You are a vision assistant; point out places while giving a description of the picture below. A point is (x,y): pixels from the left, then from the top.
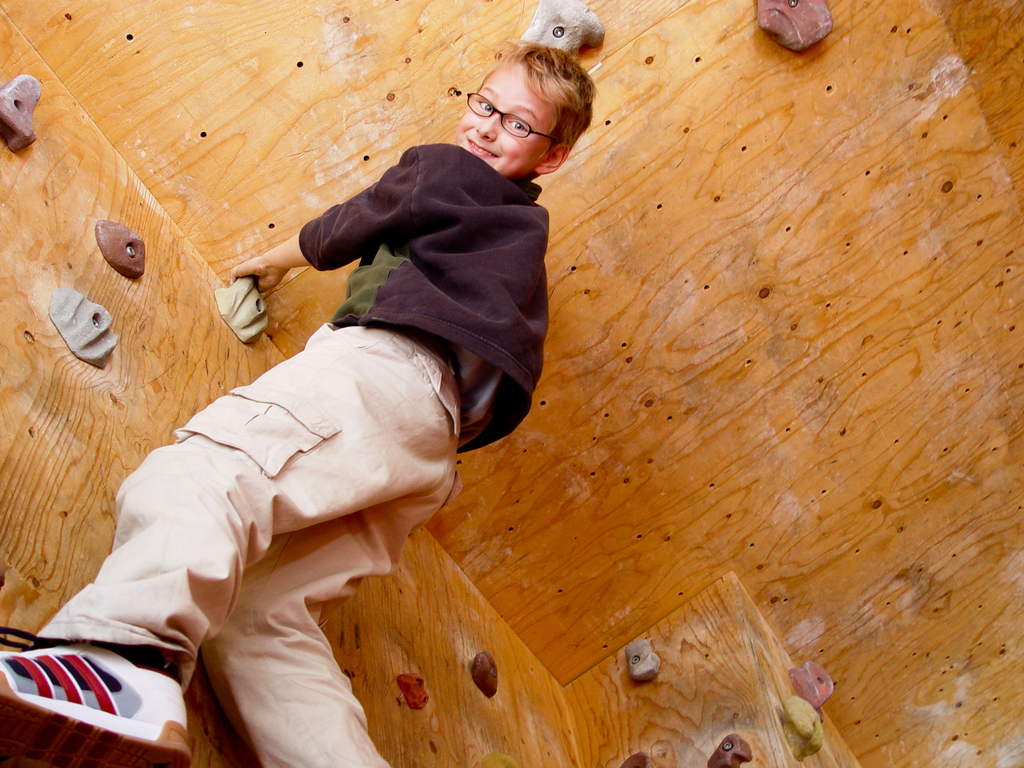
In this picture we can see a kid (547,122) wearing a spectacle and smiling. This kid (448,344) is performing indoor rock climbing.
